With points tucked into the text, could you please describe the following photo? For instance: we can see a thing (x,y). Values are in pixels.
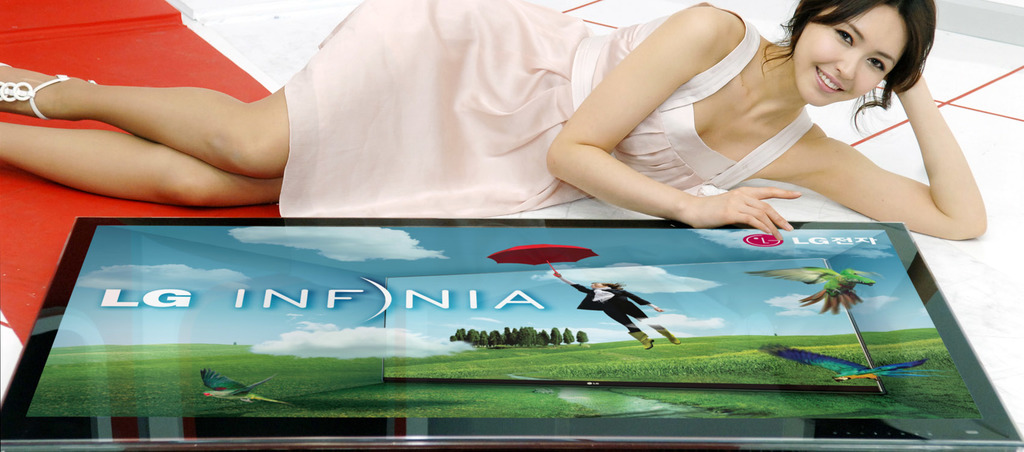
This image consists of a woman (513,119) lying on the floor (37,188) and we can see a TV (602,437). On the left (28,210), there is a red color carpet (28,224).
